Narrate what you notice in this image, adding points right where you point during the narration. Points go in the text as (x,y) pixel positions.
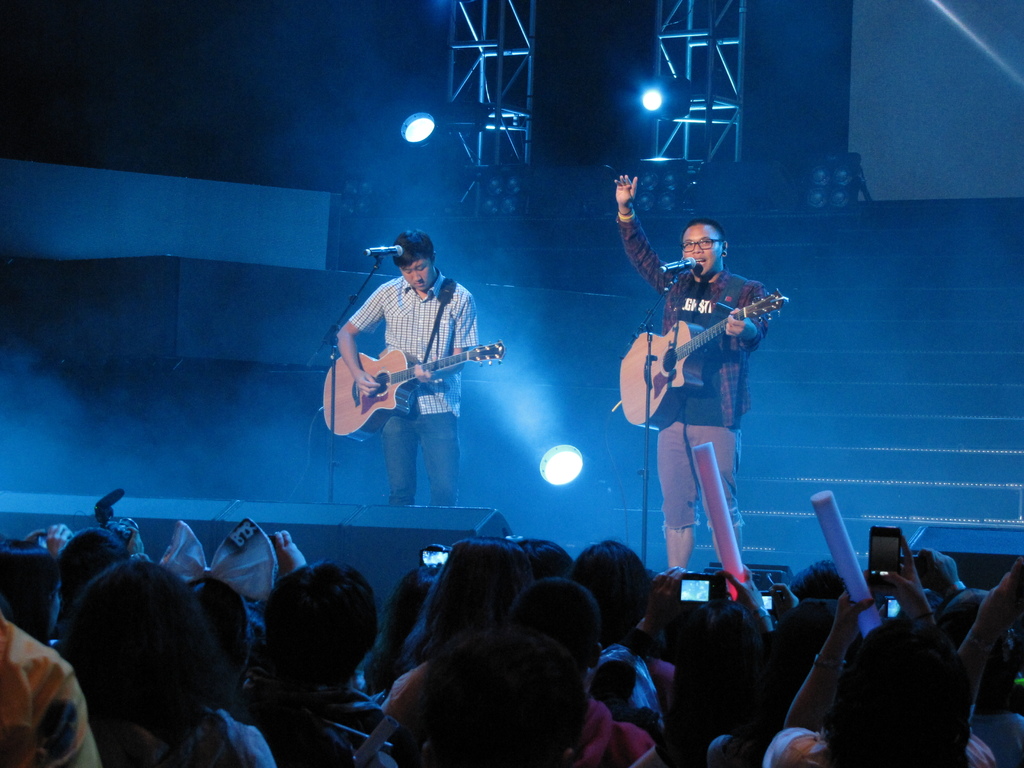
The bottom of the image (701,684), we can see few peoples (490,686) are standing. And few are holding camera (694,588), mobiles (888,599) and here some chart (837,540). Here we can see hair band (248,565). In the middle of the image (440,382), we can see 2 peoples (721,399) are holding a guitar (628,378). The left side person (440,369) is playing a music. The right side person (722,312) is singing in-front of microphone (673,269). The background (429,139) we can see some rods (719,55), lights (414,133), here lighting (941,519).
